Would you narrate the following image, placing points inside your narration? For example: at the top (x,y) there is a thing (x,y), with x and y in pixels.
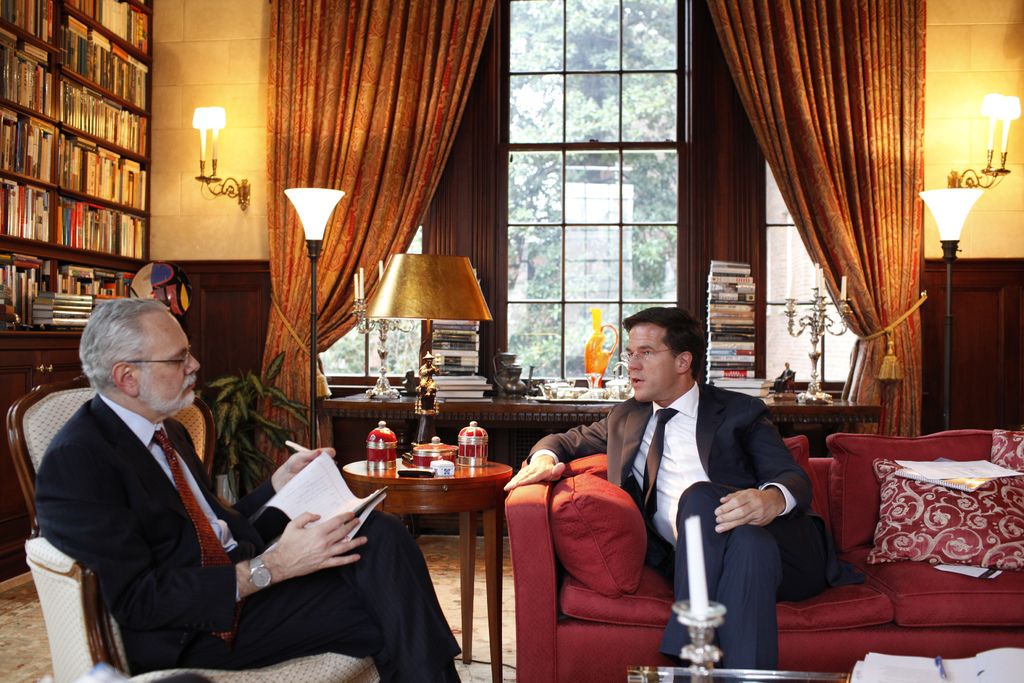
These two persons (97,526) are sitting and talking, this person (396,553) holding paper (312,493) and pen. We can see tables (824,682), chairs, sofa (959,641), on the tables (407,403) we can see books (919,666), pen (941,675) and objects (488,445). Behind these two persons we can see glass window (640,148), curtain (860,254), wall (1017,123), lights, from this glass window (654,139) we can see trees (634,259). We can see shelves (83,157) with books (119,199). This is floor (24,603).
